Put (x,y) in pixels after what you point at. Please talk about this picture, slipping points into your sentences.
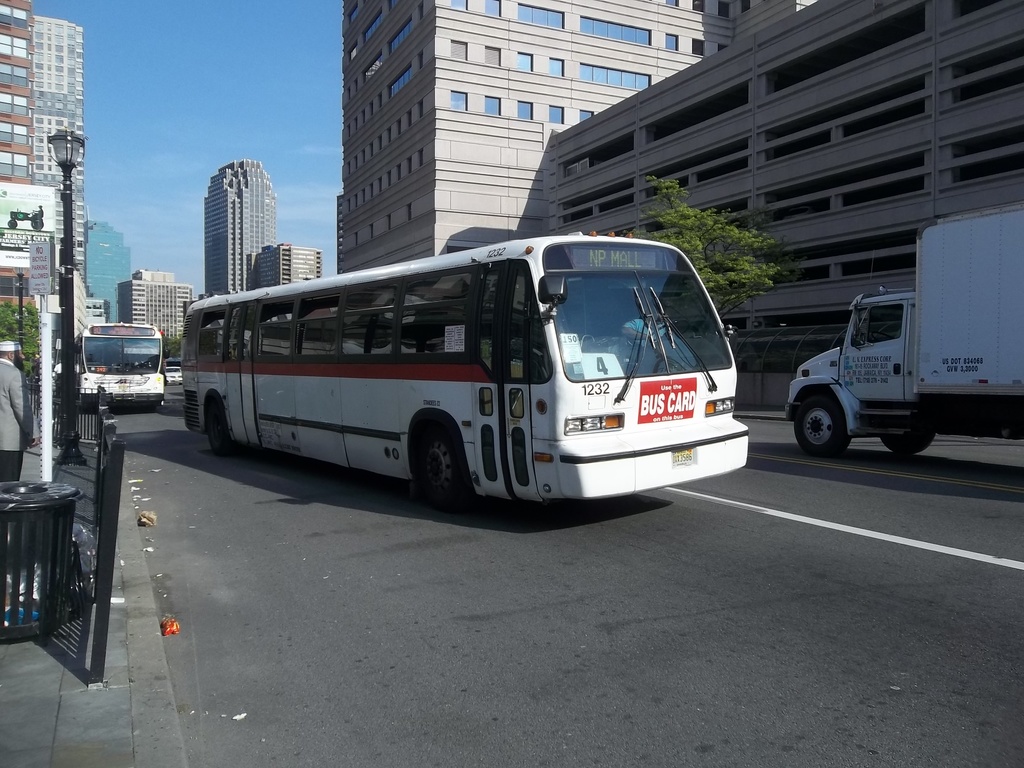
As we can see in the image there is a truck (1009,337), tree (713,230), white color buses (665,305), street lamp (66,307), buildings (112,247) and sky (325,70). In the front (65,539) there is a dustbin (54,519) and a man (5,392) standing.
